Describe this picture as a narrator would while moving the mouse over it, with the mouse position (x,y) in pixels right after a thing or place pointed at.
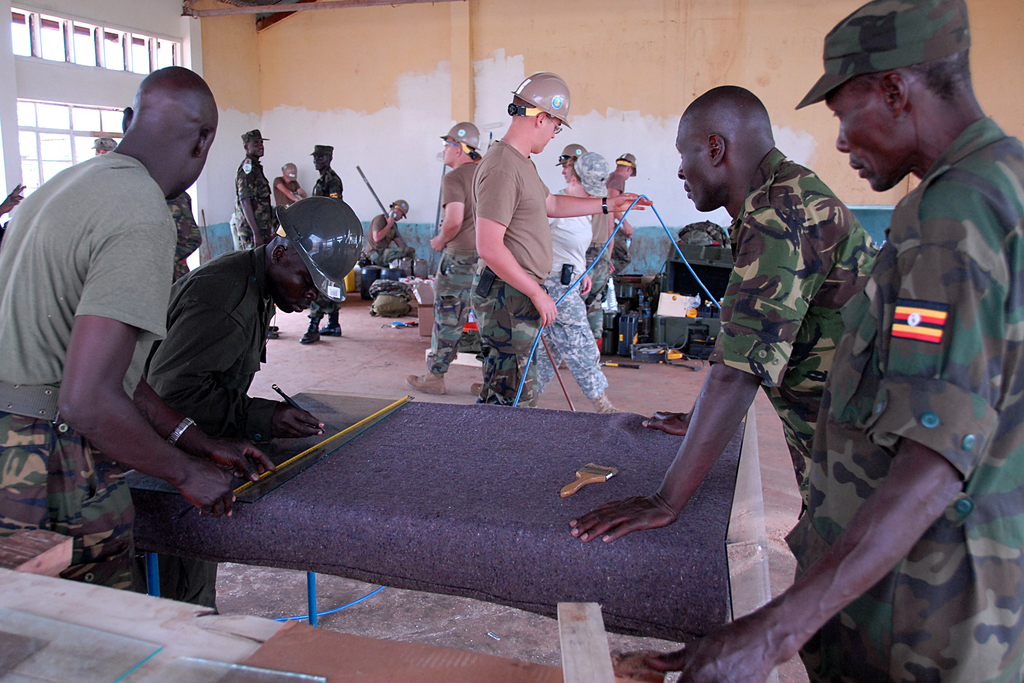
In this image, we can see a group of people (960,187). Few are standing and walking. Few people (947,590) are holding some objects (238,500). At the bottom (524,552), we can see table (529,580), few things (583,647). Background (395,162) we can see bags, boxes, wall (413,164). Here we can see few people (1001,278) are wearing helmets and caps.
